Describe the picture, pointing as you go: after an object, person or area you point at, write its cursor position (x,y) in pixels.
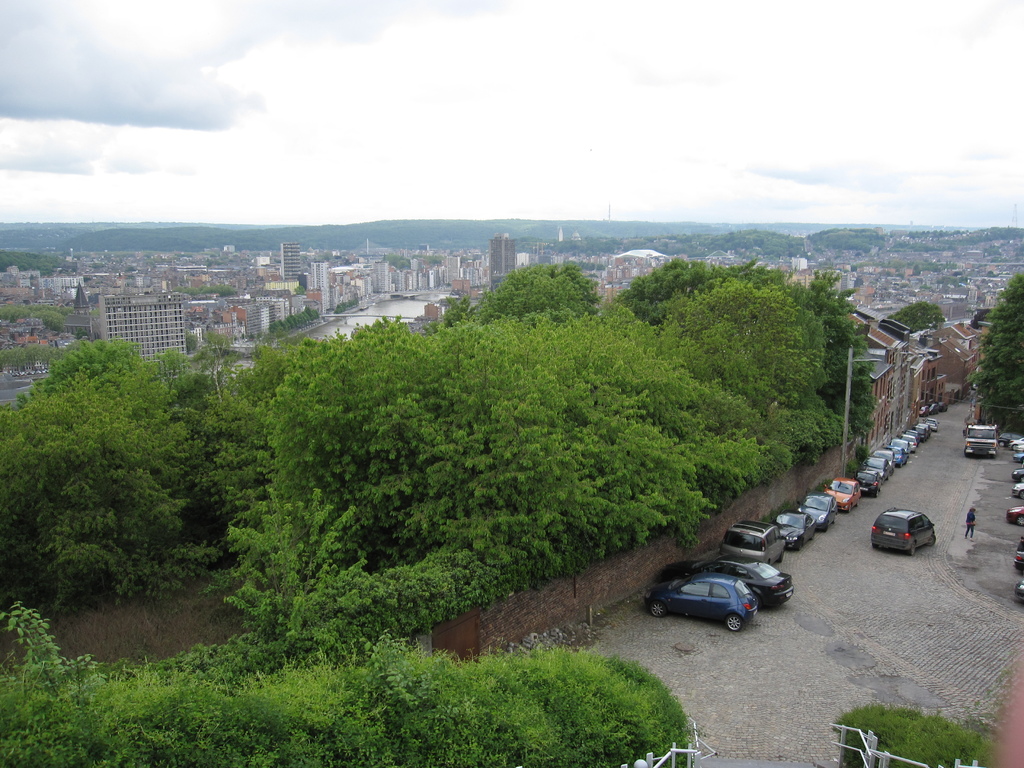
In this image we can see many buildings (860,272) and also trees (381,441). We can also the vehicles (780,543) parked on the road (816,587) near the wall (750,501). We can also see the hills (403,235). There is sky (575,142) with the clouds (889,132).
